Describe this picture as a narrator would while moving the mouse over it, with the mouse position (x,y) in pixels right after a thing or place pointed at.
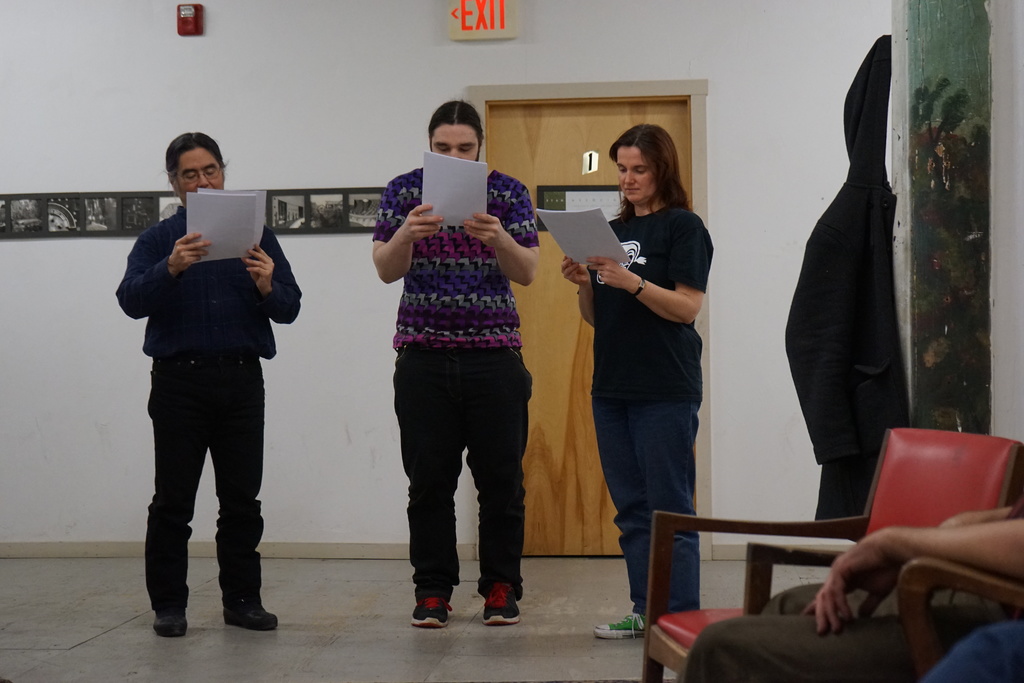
In this image three persons (467,381) are standing on the floor (265,680). They are holding papers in their hands (503,245). Behind them there is a door (577,184) to the wall (22,142) having few picture frames (126,220) attached to it. Right bottom there is a person (893,597) sitting on the chair (907,622). Beside him there is a chair (702,627). A cloth (883,413) is hanged to the wall (888,23).
